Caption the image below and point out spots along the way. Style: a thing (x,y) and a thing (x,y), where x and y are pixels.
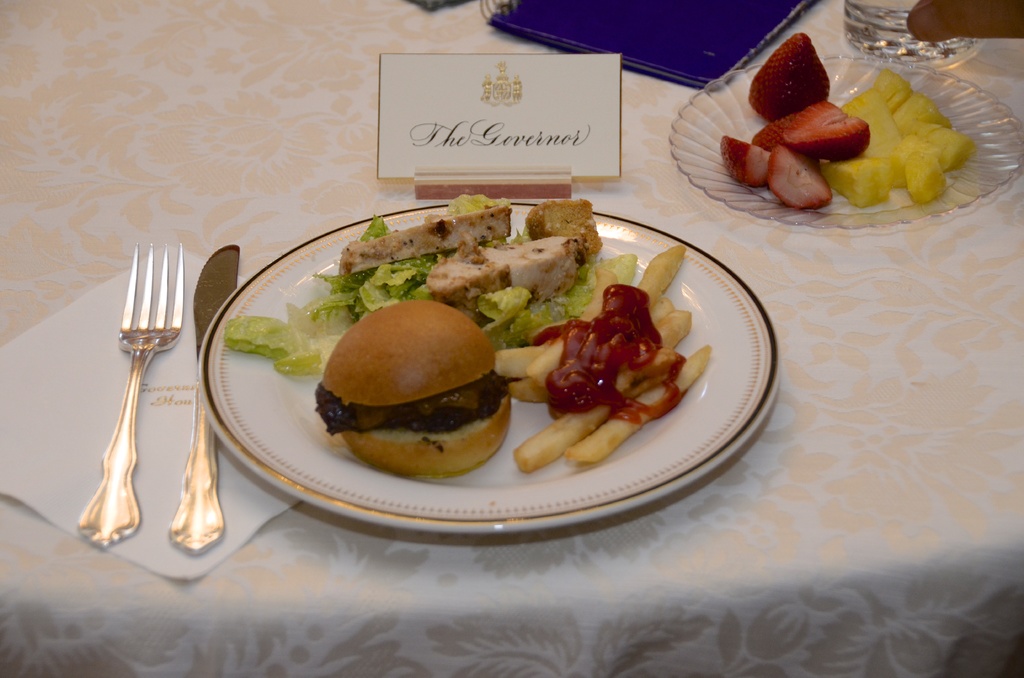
In this image, we can see a table (762,584), on that table (778,592), we can see two plates (919,206), there is some food (515,338) on the plates (523,479), we can see a fork (116,492) and a tissue (34,436) on the table (82,154), there is a small name board (421,115) on the table (233,146).
